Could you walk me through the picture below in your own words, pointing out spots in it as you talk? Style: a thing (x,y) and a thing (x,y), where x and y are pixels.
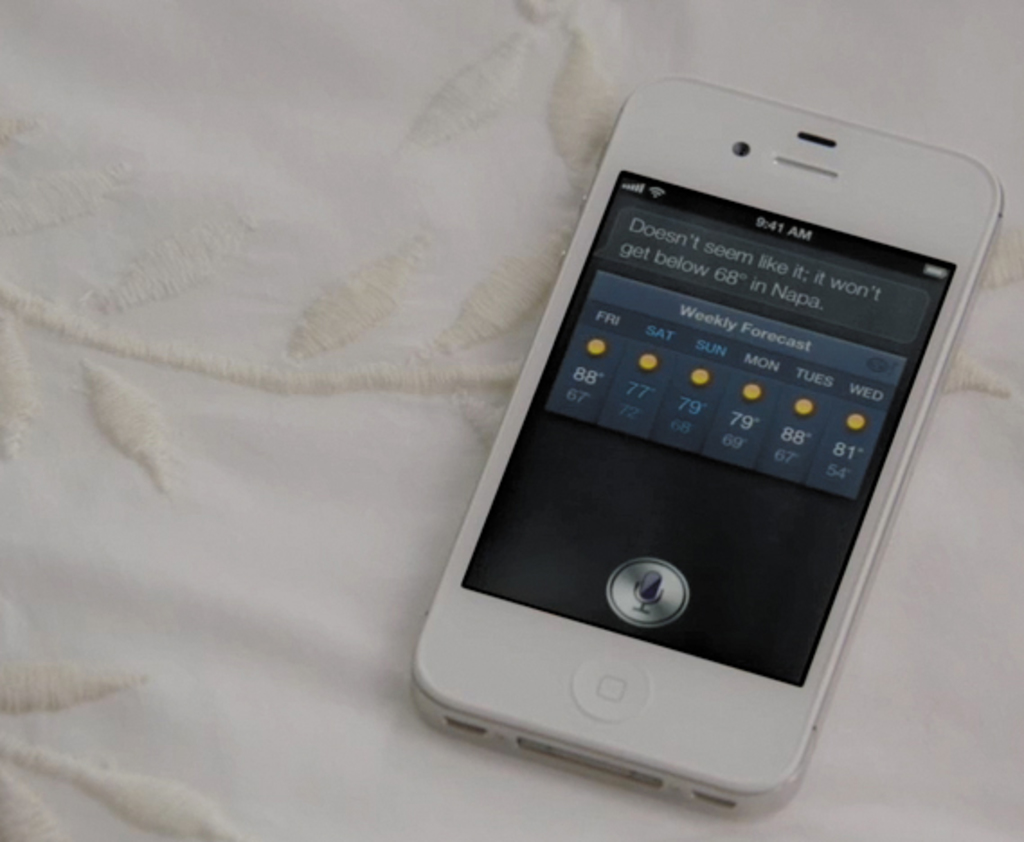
In the center of the image (602,475) we can see a mobile (566,674) placed on the white cloth (345,447).
